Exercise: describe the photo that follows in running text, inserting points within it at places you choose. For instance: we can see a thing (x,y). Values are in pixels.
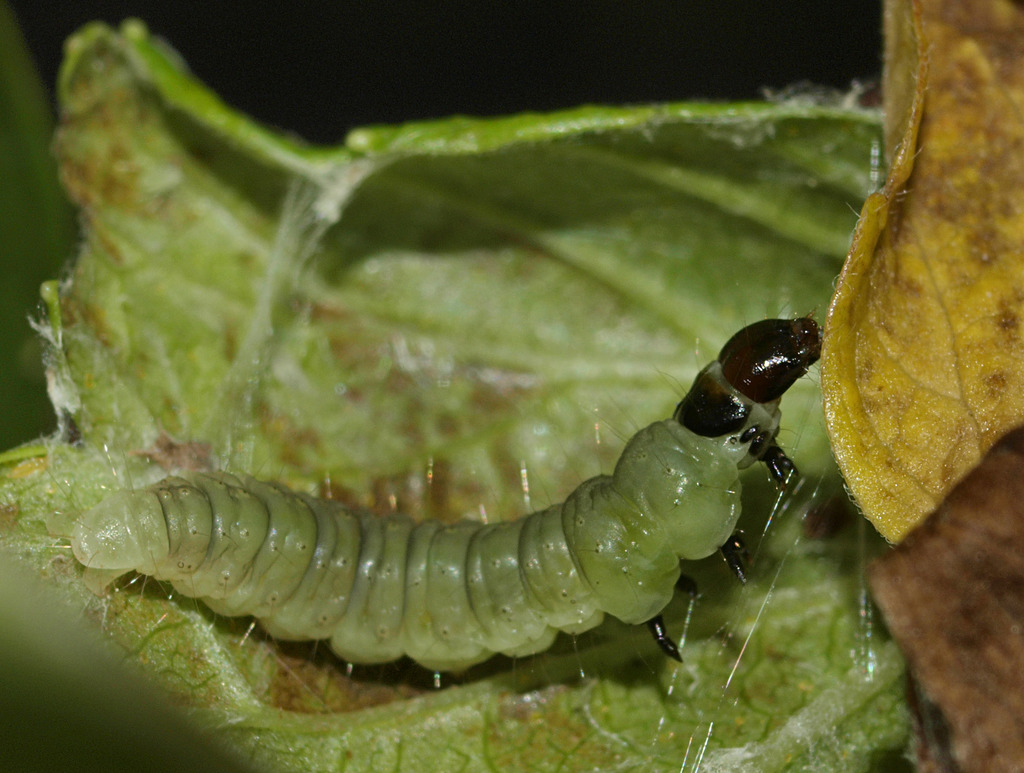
In this image there are a few leaves (706,308). In the middle of the image (668,487) there is a caterpillar (442,553) on the leaf (483,352).
